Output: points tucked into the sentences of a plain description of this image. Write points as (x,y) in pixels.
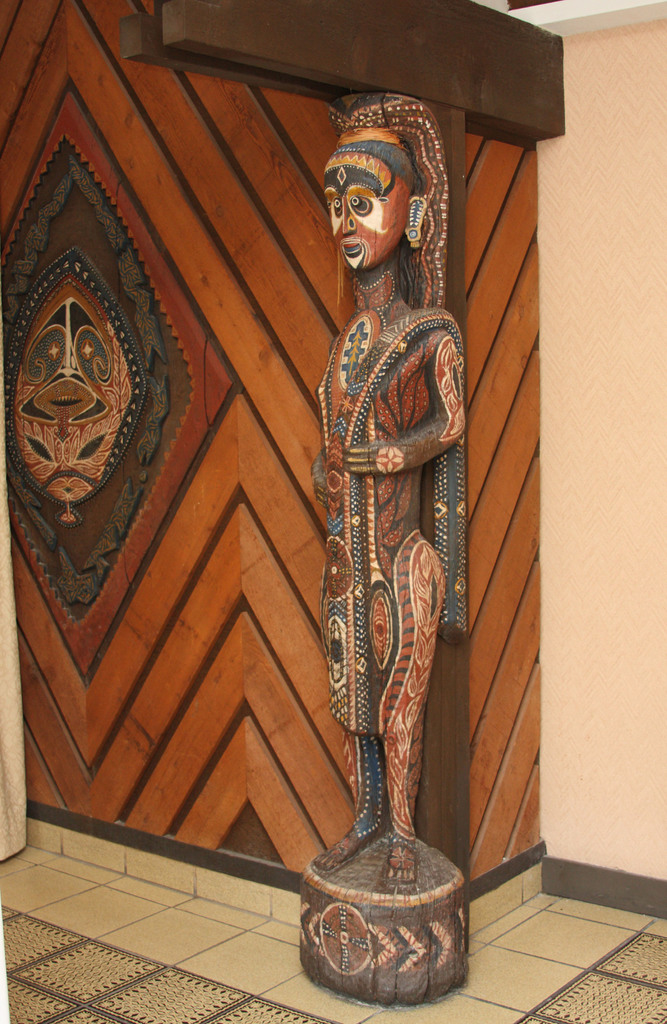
In this image we can see a statue (353,468) and a wall (256,398) with design (158,407).
